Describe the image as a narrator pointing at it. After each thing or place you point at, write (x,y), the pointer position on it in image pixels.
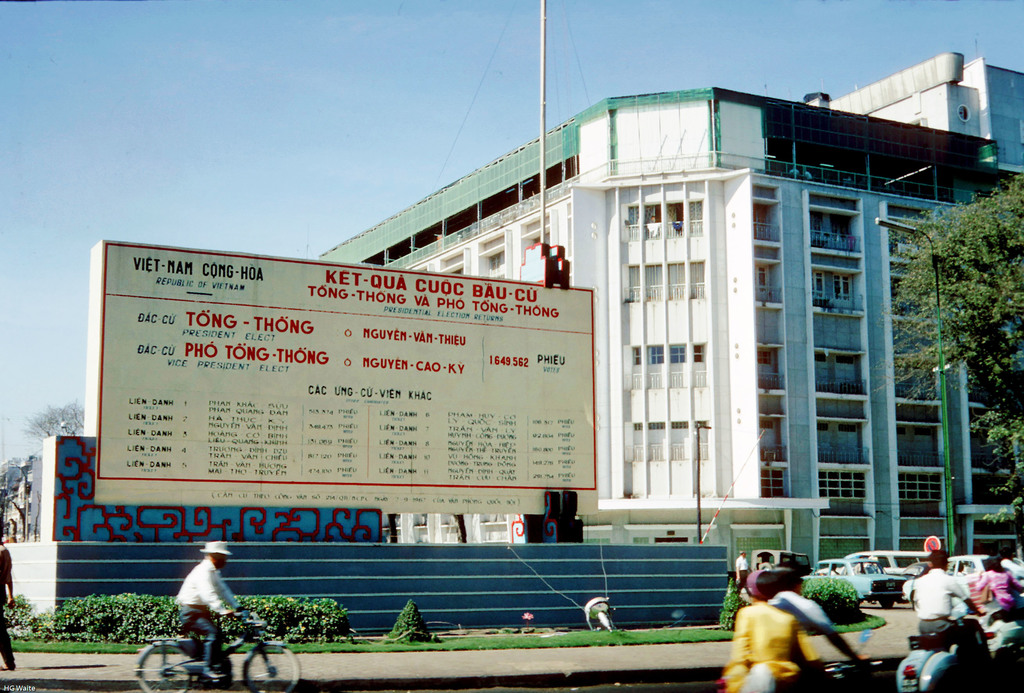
There is a group of people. We can see the background (656,300) is building (669,321), trees (983,318), sky (468,118) and street light (939,273).
